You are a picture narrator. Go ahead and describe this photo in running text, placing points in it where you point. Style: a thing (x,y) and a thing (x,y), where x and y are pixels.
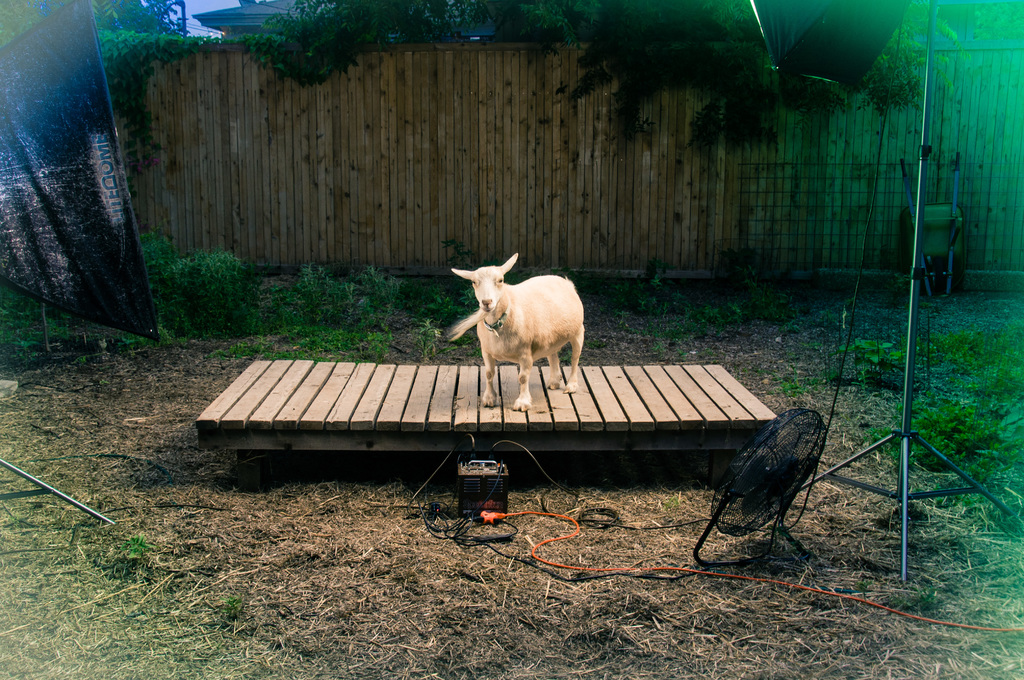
As we can see in the image there is a fan (738,483), white color goat (519,342), wooden sticks (481,177) and a tree (308,8).
